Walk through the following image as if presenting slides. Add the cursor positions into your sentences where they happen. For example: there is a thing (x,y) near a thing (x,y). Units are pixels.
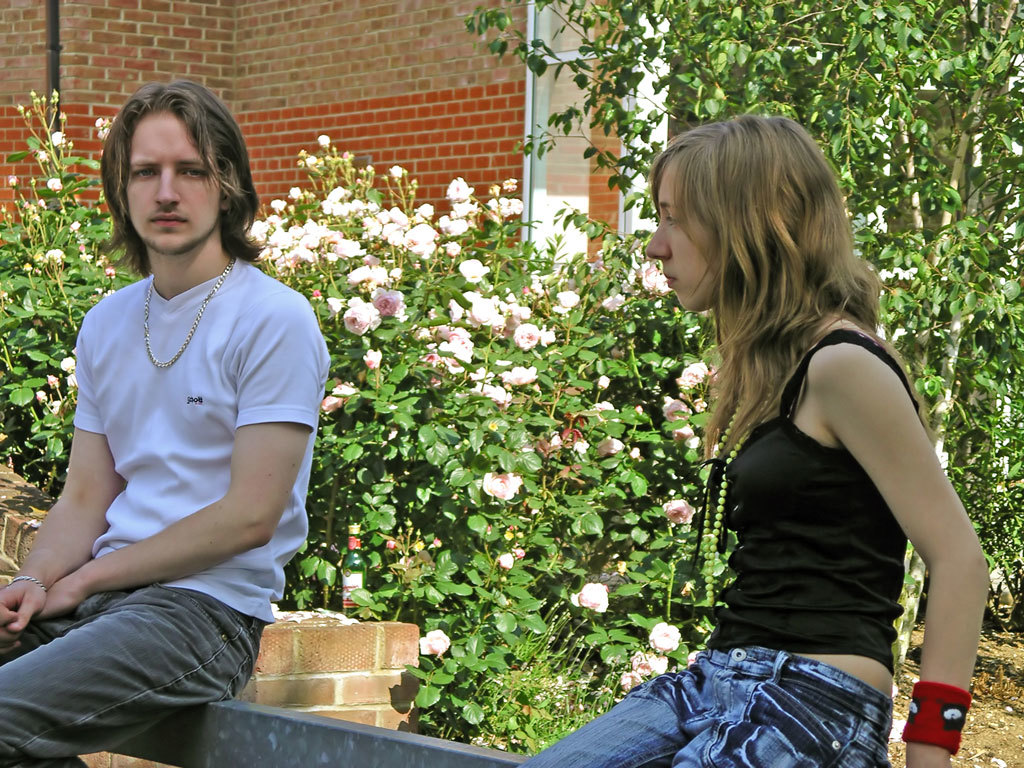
In this image, we can see persons (209,521) wearing clothes (282,534) and sitting on the wall (356,720). There are some plants (620,334) in the middle of the image (425,326). There is an another wall (339,122) at the top of the image (311,107).
